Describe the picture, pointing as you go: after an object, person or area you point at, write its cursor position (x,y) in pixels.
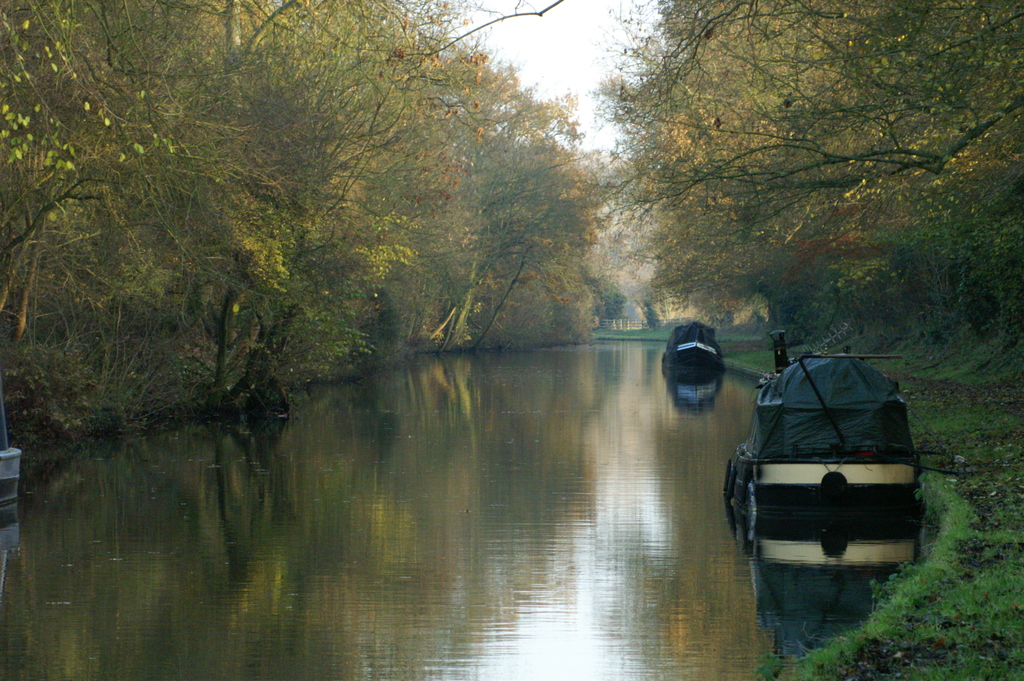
In this image, we can see some trees (663,207). There are boats (705,359) floating on the water (626,499). There is a sky (585,66) at the top of the image (553,30).
